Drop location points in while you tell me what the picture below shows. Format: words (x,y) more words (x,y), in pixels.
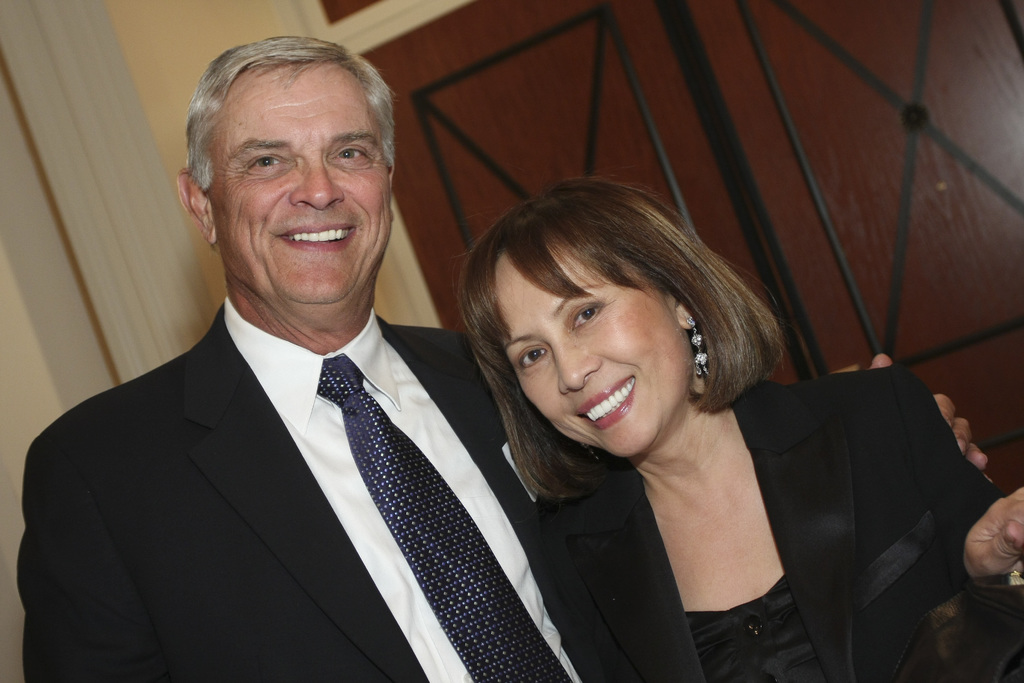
In this image, we can see a woman (623,380) and man (380,590) are standing side by side. They are watching and smiling. Here a man (360,243) is holding a woman (518,415). Background (790,143) there is a wall (54,300) and door (790,160).
